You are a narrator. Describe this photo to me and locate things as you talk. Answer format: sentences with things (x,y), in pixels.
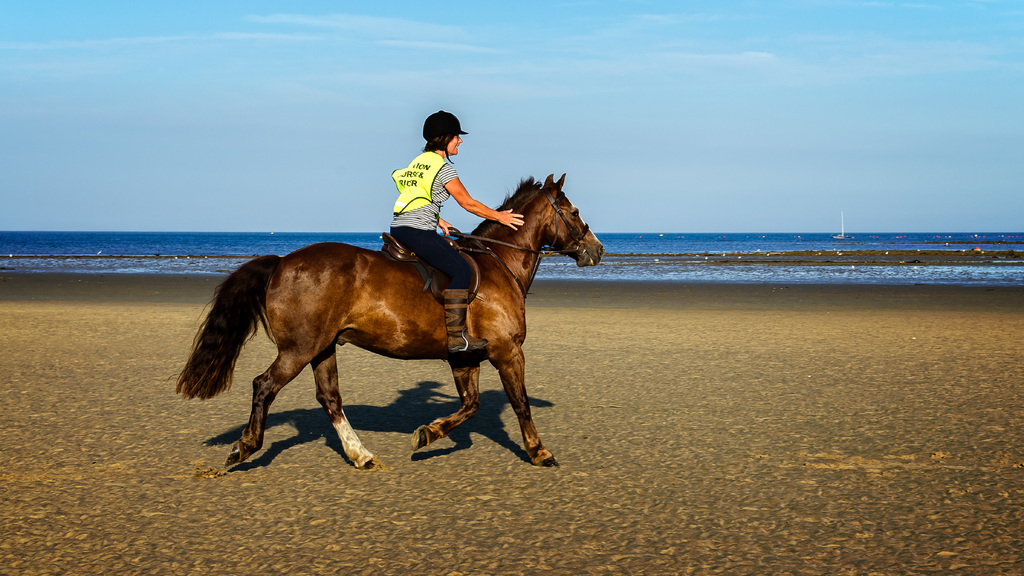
The woman (439,217) in grey T-shirt (413,226) and black cap (433,134) is riding the horse (513,363). This horse (513,363) is in brown color. In the background (557,255), we see water (986,269) and this water (88,239) might be in the sea (290,247). At the top of the picture (630,136), we see the sky (547,132), which is blue in color.
